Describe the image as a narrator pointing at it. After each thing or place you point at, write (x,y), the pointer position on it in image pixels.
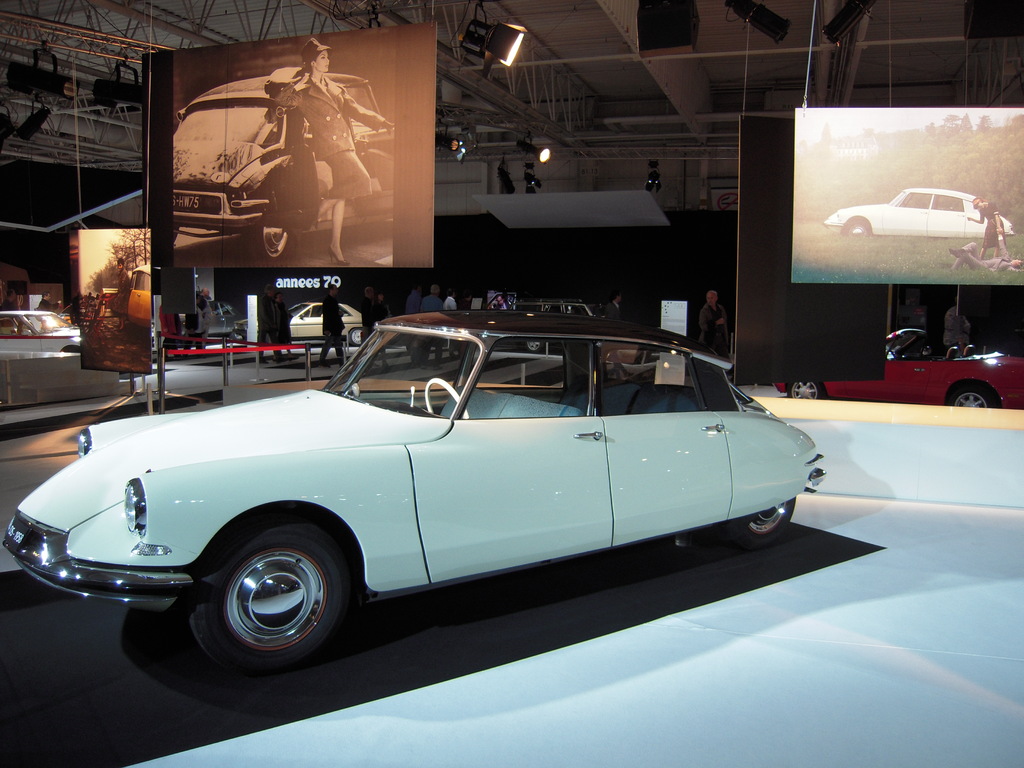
In this picture we can see the vintage car show. In front (460,510) there is a white color classic car (460,490) and behind we can see the advertising posters (370,179). Above there is a metal shed frame (526,75) and some spotlights (507,36).
